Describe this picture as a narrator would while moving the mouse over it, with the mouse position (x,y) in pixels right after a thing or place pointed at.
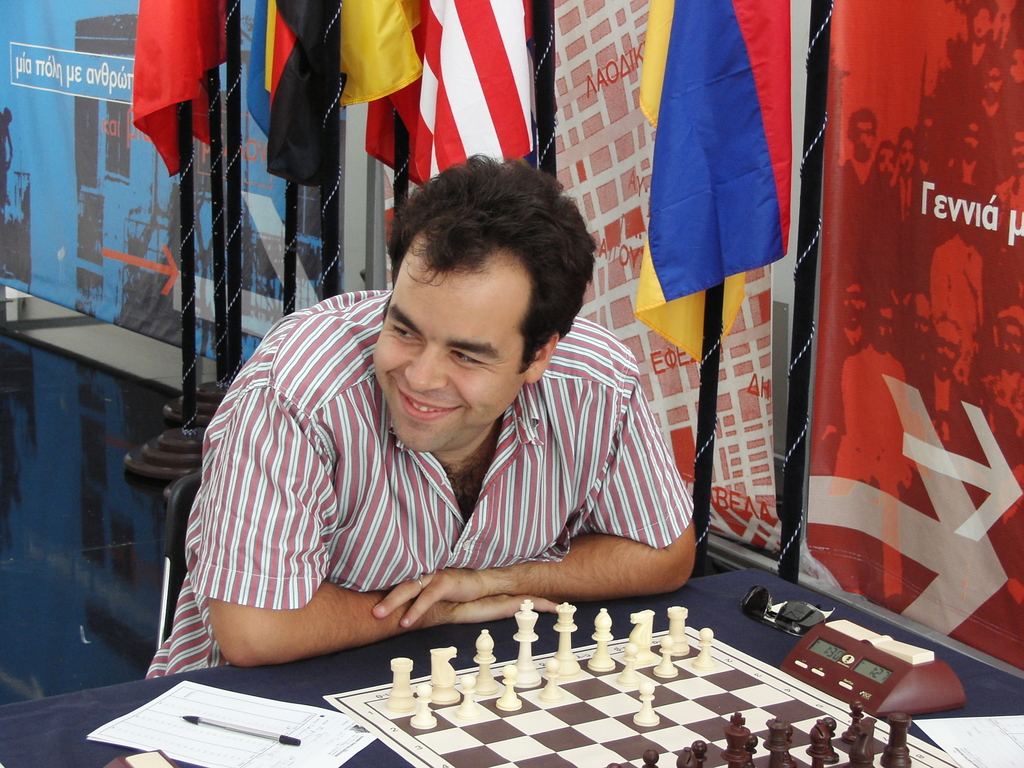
In this image, we can see a person (584,446) in front of the table (314,671). This table (287,679) contains chess board (603,678), sunglasses (802,609), timer (869,649), papers (965,729) and pen (212,726). There are flag poles (219,207) at the top of the image (683,96).
